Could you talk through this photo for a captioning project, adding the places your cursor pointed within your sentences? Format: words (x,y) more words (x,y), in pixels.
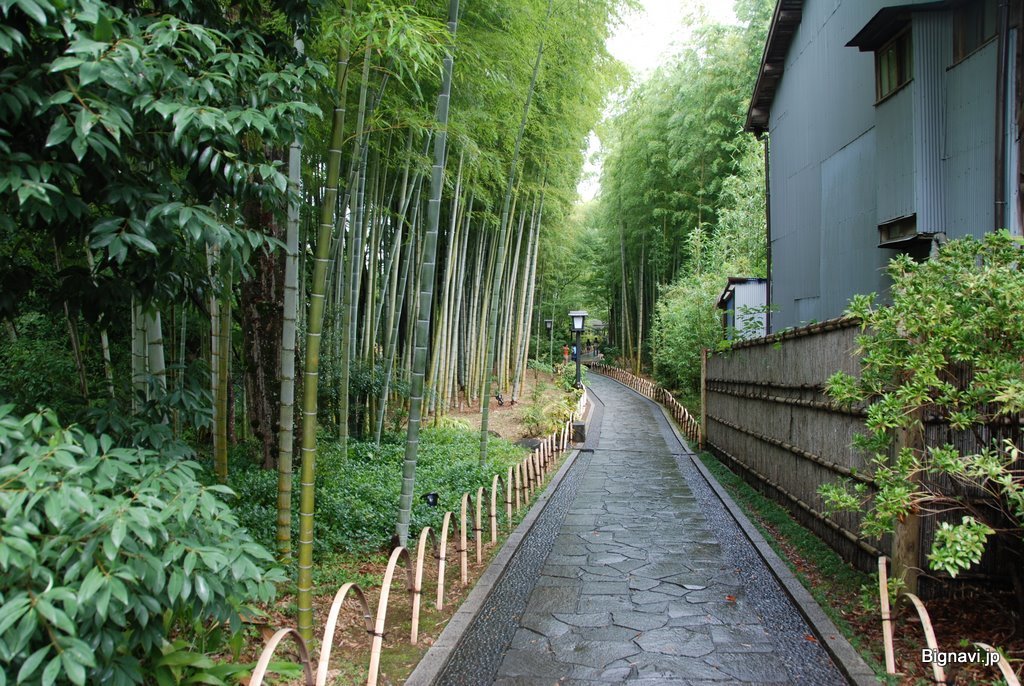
In this image, we can see so many trees (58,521), plants (499,484), grass (507,454), railings (544,457), fencing (512,479), house (860,190), poles (577,366) with light (573,325). Here we can see a walkway (647,492).
